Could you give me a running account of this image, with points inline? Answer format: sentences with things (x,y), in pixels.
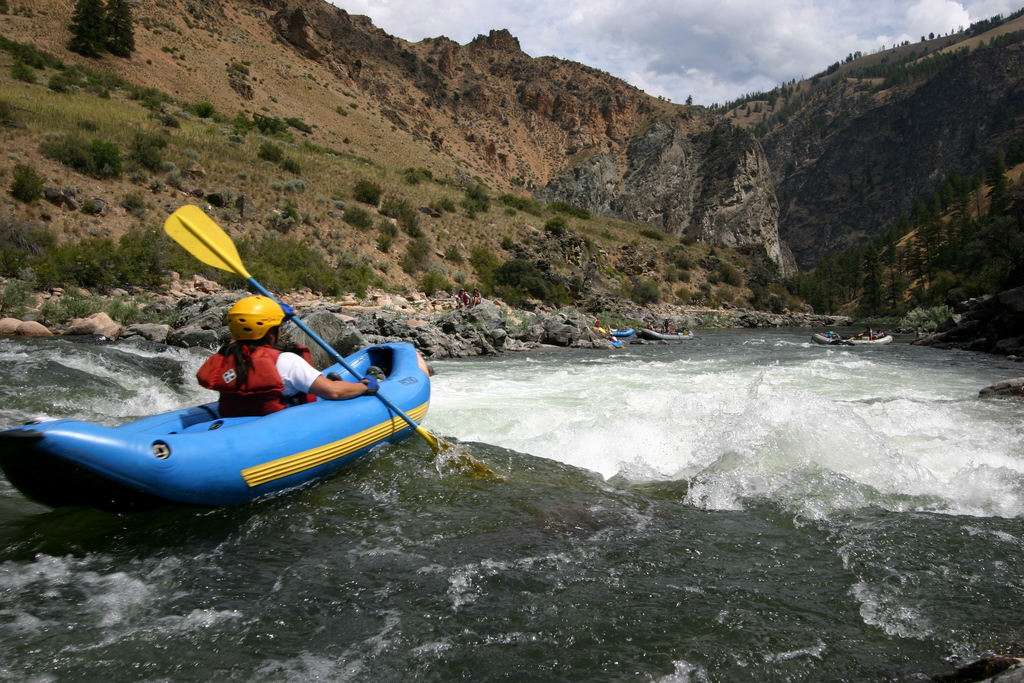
In this image we can see a person (282,368) rowing a boat (324,372). Behind the person (278,317) we can see the persons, boats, rocks (512,339) and plants (732,292). In the background (671,289), we can see the mountains (793,230) and trees (824,310). At the top (783,33) we can see the sky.
